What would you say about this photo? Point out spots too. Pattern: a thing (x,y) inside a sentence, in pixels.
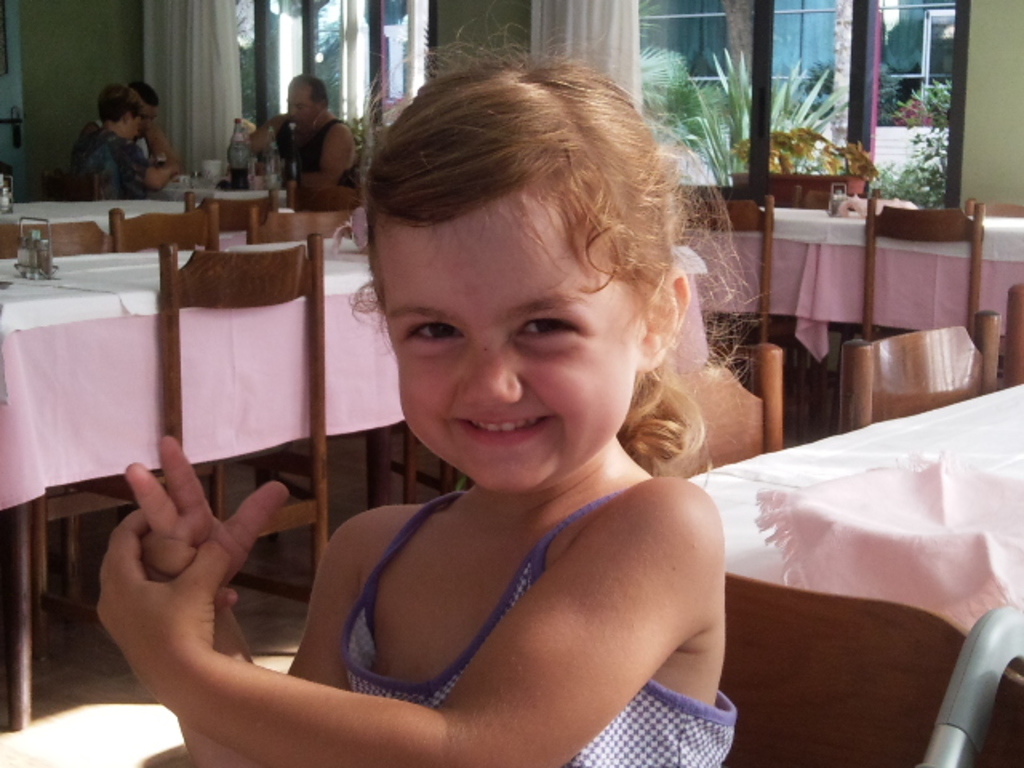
In this image we can see a child (380,595) sitting and smiling. In the background (166,198) we can see chairs (211,199) and tables (203,320), persons (151,133) sitting and glass windows (754,79) through which trees (693,94) can be seen.
